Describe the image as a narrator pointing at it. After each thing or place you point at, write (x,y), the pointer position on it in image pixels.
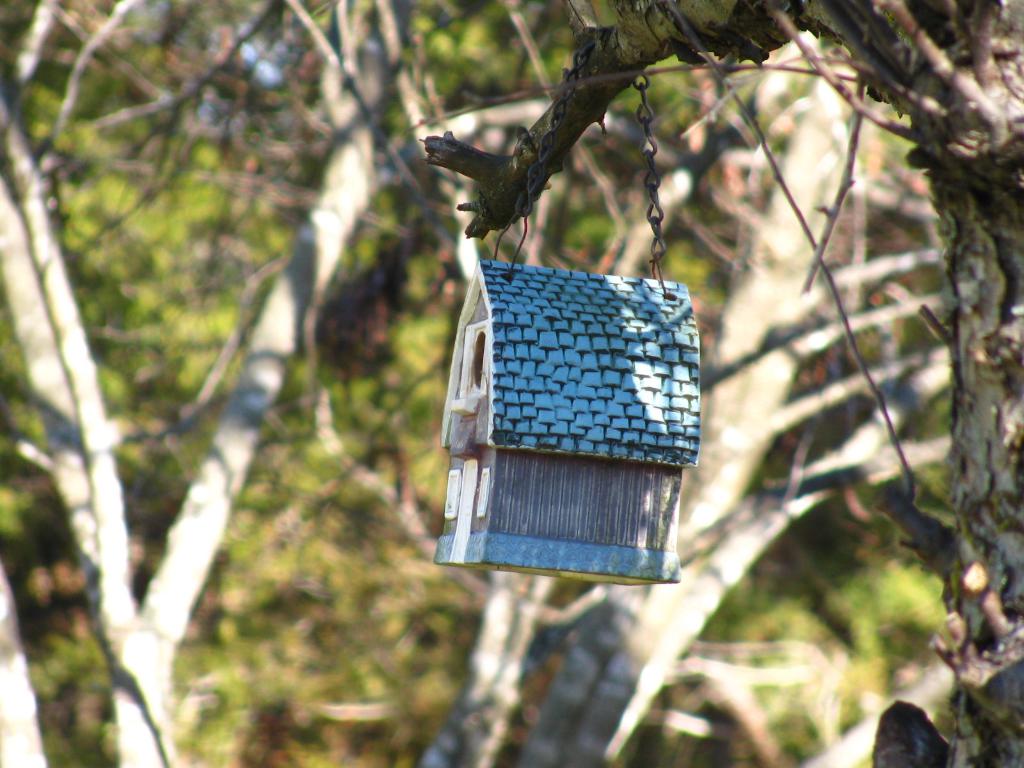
In this image I can see a house (459,360) hanged to the branch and the house (603,335) is in blue color. Background (152,276) I can see trees (145,291) in green color.
